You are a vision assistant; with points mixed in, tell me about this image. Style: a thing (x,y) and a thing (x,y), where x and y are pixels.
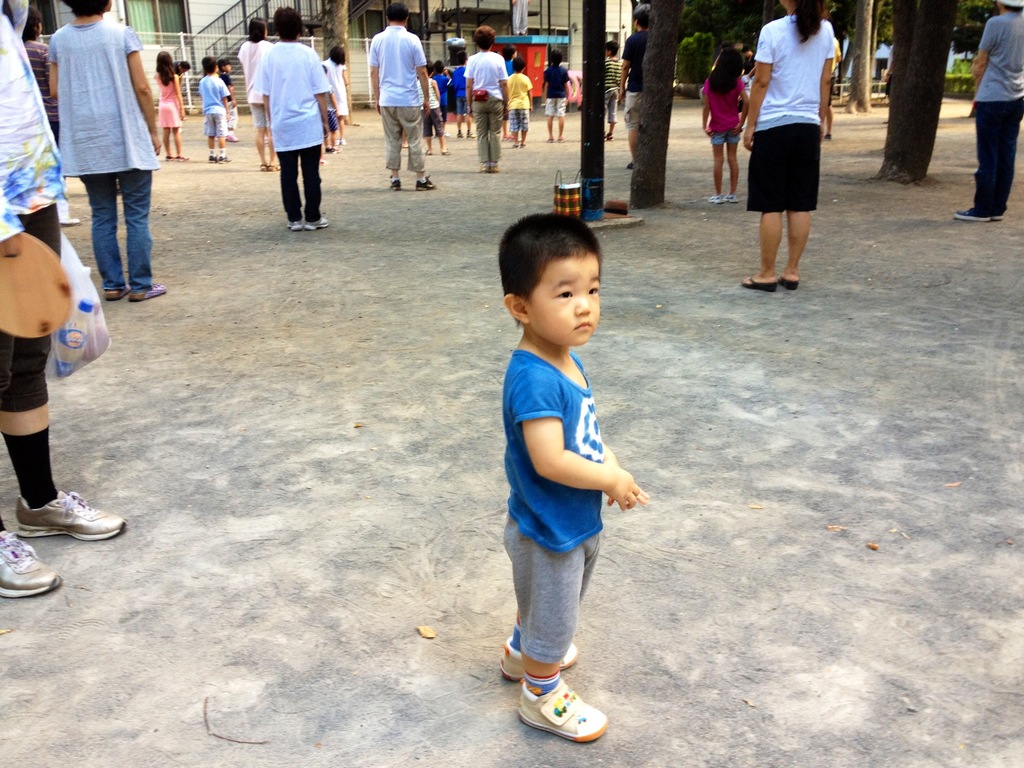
In the center of the image (546,367) there is a kid (509,513) on the road (677,759). On the right (816,186) and left side of the image (3,52) we can see persons (1000,78). In the background (481,100) we can see persons (548,93), stairs (224,36), windows (139,6), trees (860,1) and building (361,78).
